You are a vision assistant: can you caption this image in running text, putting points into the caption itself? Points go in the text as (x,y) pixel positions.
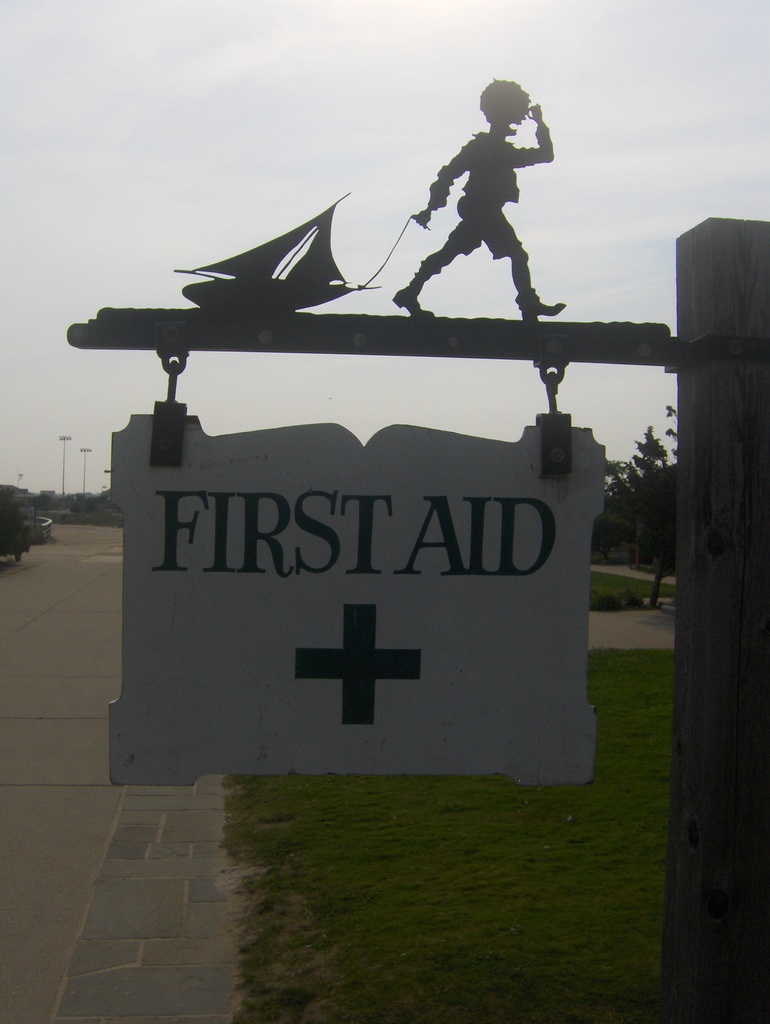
In the image we can see there is a pole (749,514) on which a banner (306,645) is hanging on it it's written "First Aid" and on the top of it there is a small statue (521,113) of a person (503,137) standing and holding a rope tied to the boat (282,291). There is a ground (442,835) which is covered with grass (550,823).
